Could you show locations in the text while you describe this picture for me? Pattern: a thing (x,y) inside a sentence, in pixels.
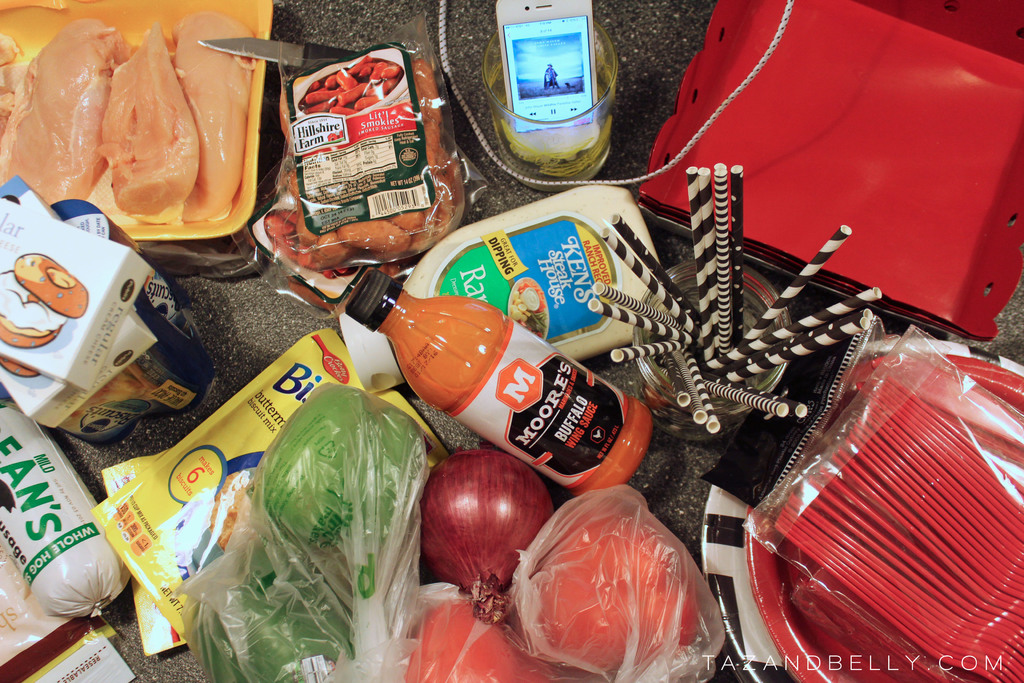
In this image we can see mobile phone (532,74), knife (299,56), packed foods (498,281), cartons (97,371), paper straws (733,285), vegetables (358,402), cables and floor (230,344).
